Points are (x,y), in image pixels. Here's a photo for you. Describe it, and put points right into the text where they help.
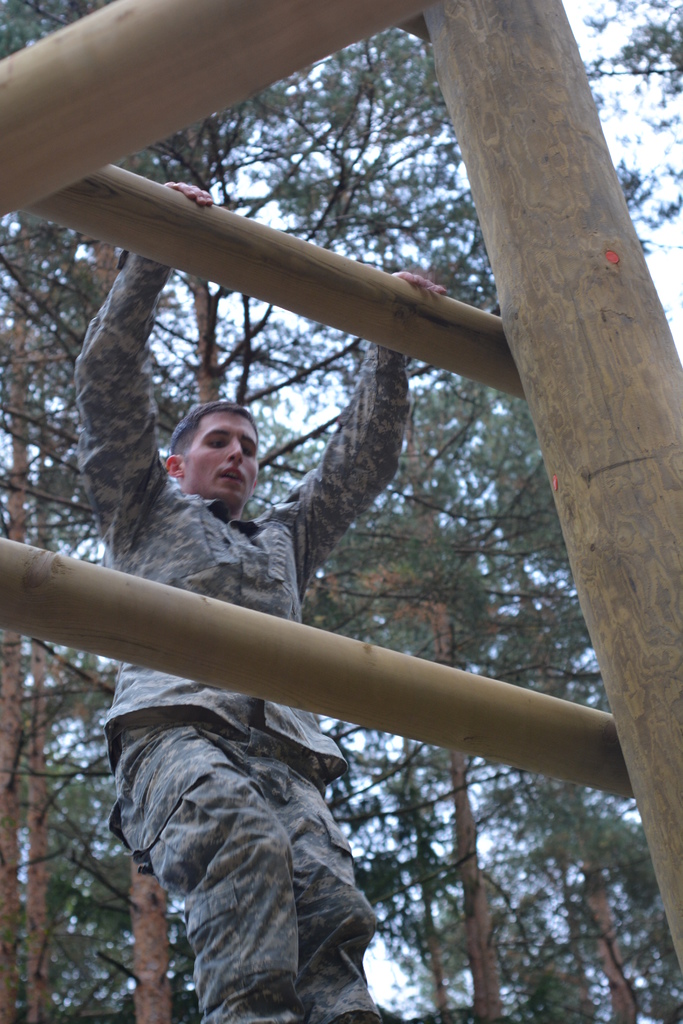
In this image I can see a man (228,545) and I can see he is wearing uniform (164,565). In background (398,961) I can see number of trees (8,827).
